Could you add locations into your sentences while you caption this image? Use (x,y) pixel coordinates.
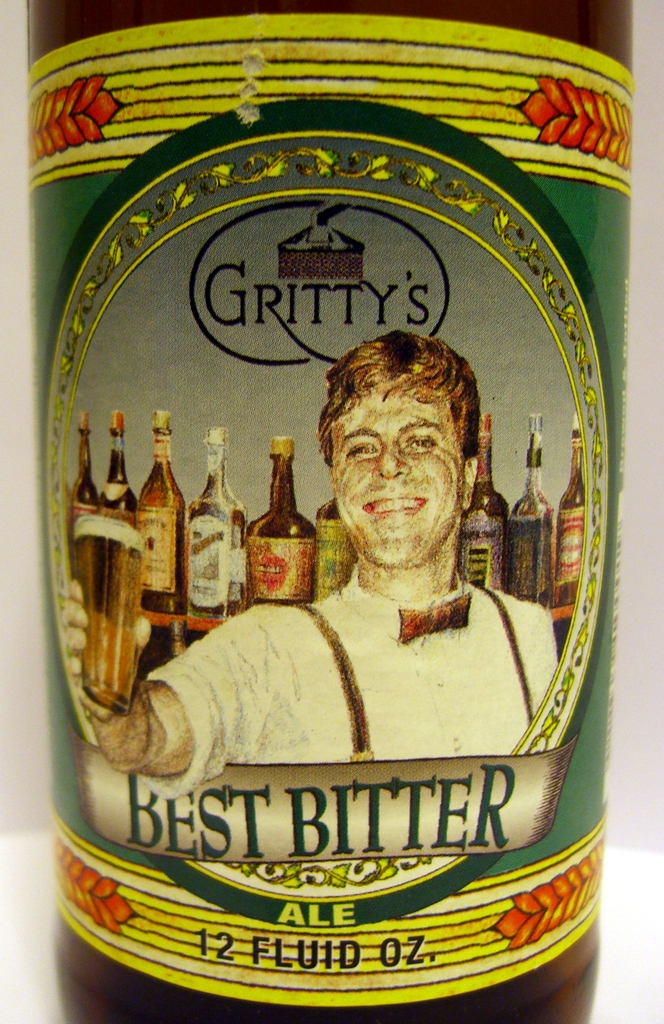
In This image I can see a bottle (437,1002) and one sticker (460,137) is attached to this bottle (549,48). On this sticker (361,625) there is a person (404,626) smiling by holding a glass (117,615) in his hand (140,628). Behind the person (285,662) there are some more bottles (181,519) are placed.
